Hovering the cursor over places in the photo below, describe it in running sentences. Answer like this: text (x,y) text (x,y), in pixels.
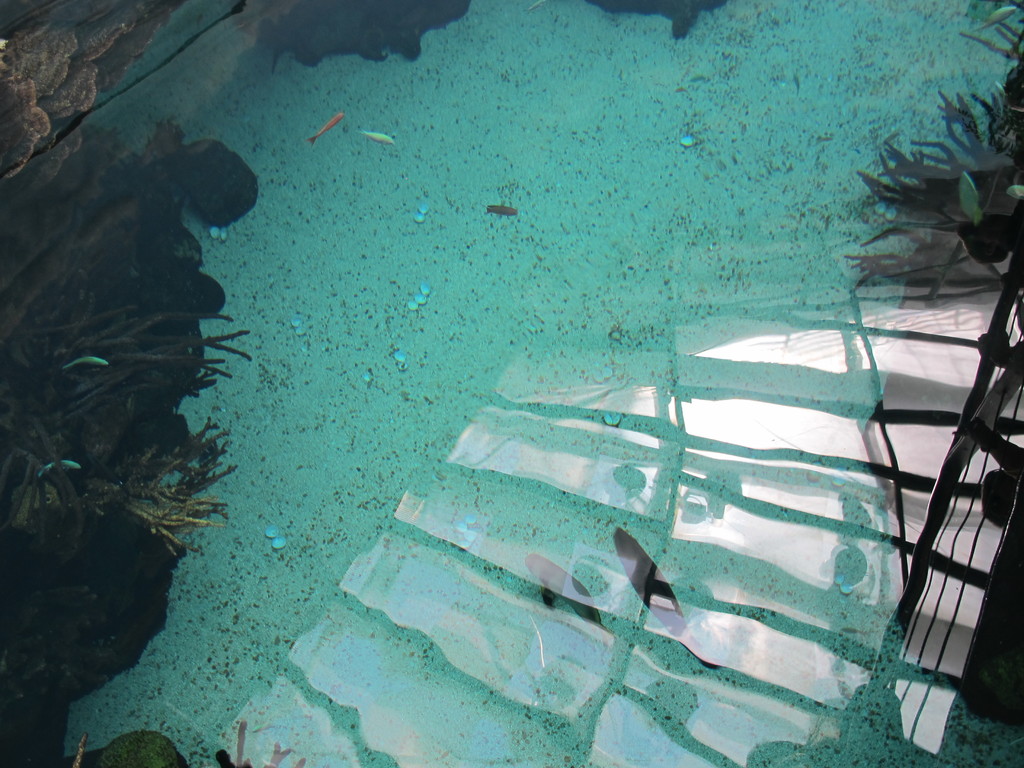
In this image there is a pool (584,465) with water (706,362), a few fishes (651,594) and a few water plants (931,217) in it.
